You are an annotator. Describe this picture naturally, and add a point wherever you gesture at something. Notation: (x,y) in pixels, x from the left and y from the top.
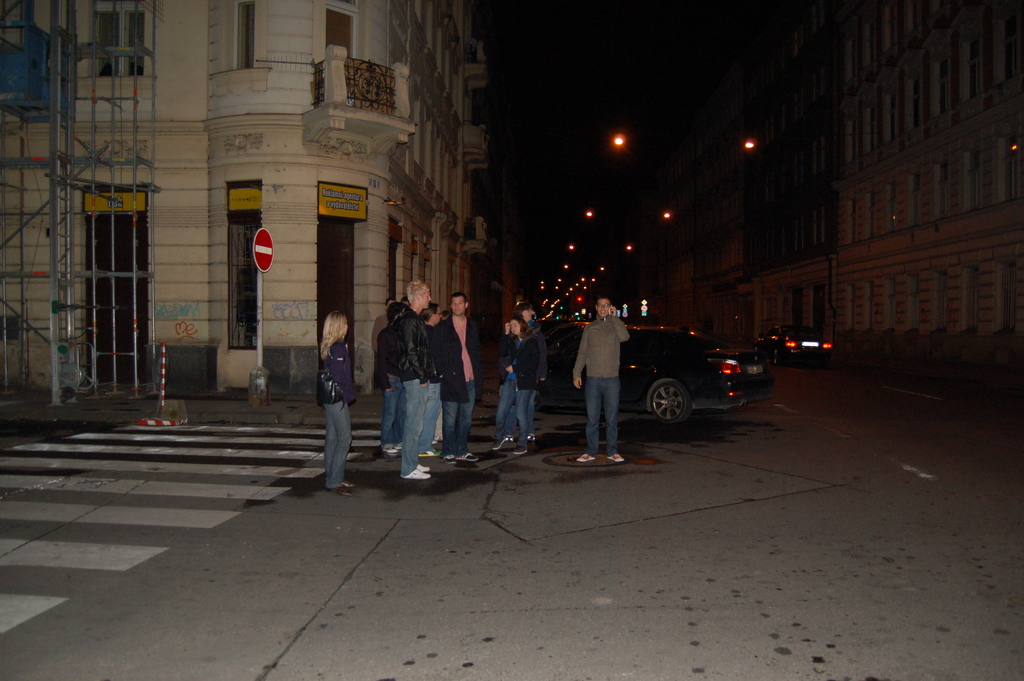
In the center of the image (568,396) we can see two cars (691,383) on the road (776,410). And we can see a few people (518,441) are standing and they are wearing jackets (383,366). Among them, we can see a few people (592,352) are holding some objects (320,397). In the background (34,268) we can see buildings (932,215), lights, poles (3,301), banners (234,206) and a few other objects (82,352).
